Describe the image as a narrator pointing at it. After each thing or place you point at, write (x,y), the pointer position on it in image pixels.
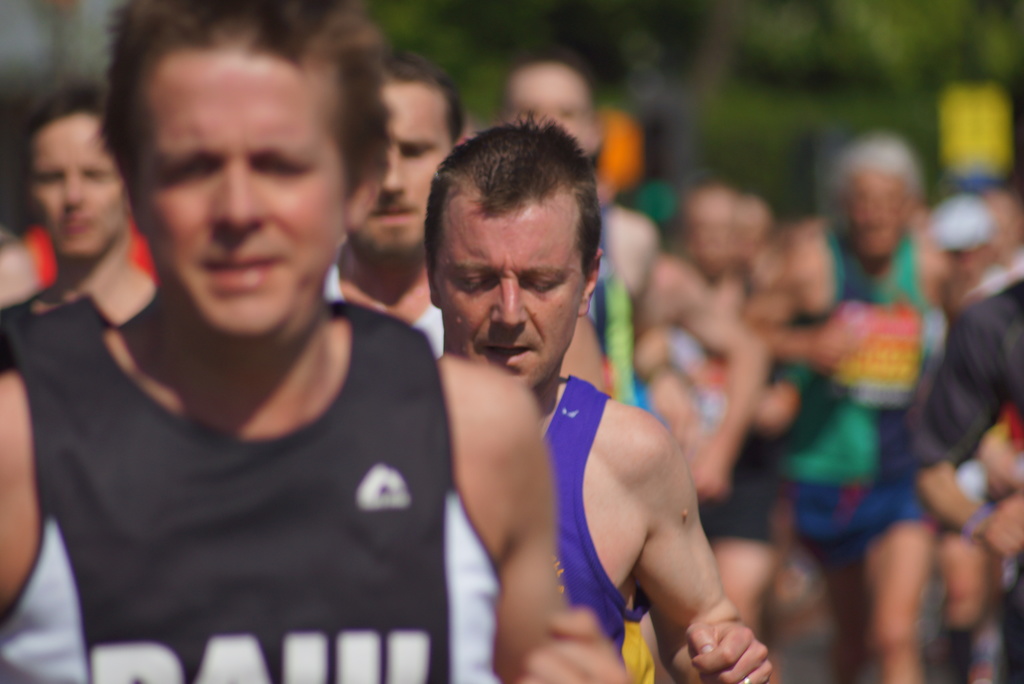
In the image few people (353,66) are running. Background of the image (13,128) is blur.
